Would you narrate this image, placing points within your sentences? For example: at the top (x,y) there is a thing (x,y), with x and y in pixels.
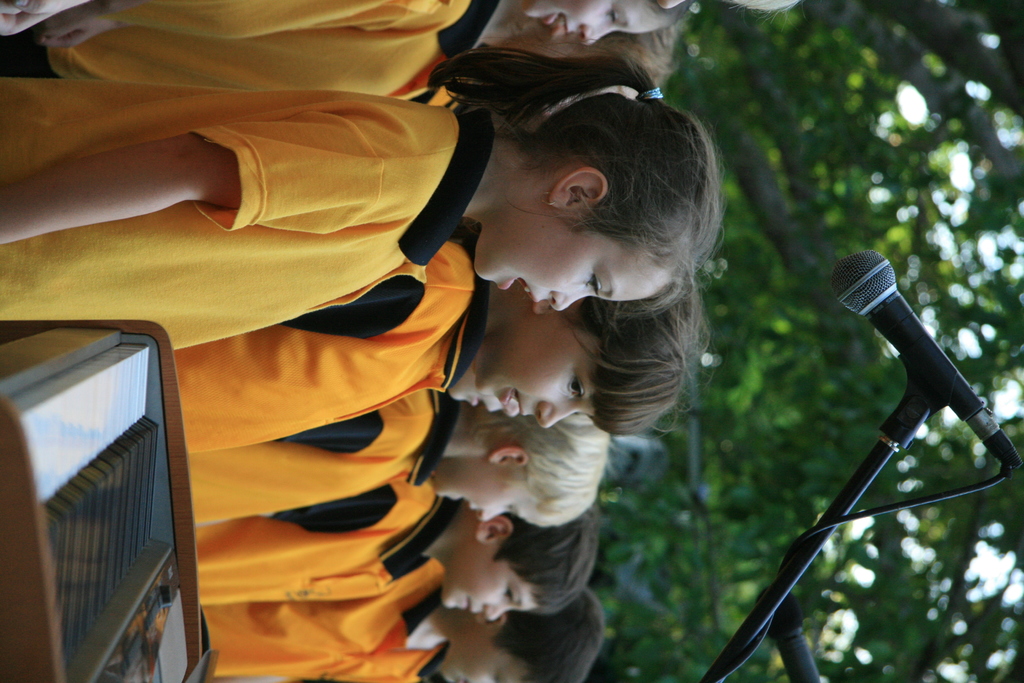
In this image I can see the group of people (288,201) with black, orange and yellow color dresses (283,318). I can see the musical instrument (119,572) in-front of few people (320,651). To the right (869,496) I can see the mic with stand (716,667). In the background (746,276) I can see the trees (835,300).
